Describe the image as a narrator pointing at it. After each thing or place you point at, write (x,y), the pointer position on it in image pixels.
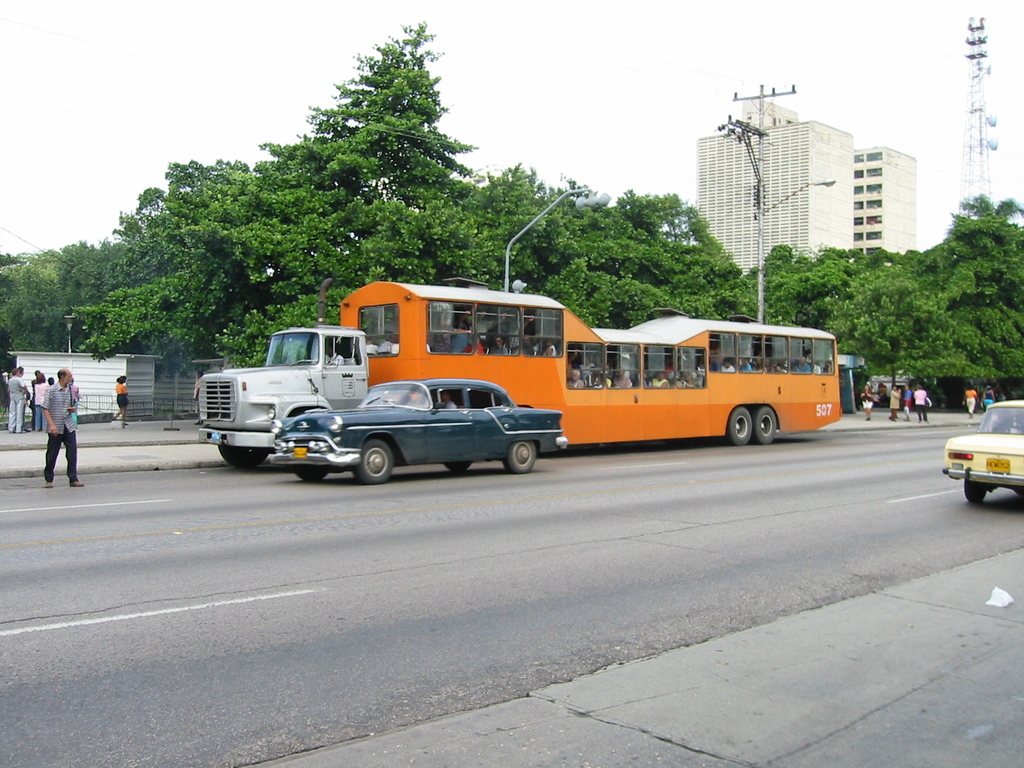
This picture is clicked in the city. Here, we see vehicles (796,389) moving on the road (541,468). Beside that, we see people (908,390) walking on the footpath (940,410). Beside them, there are trees (854,291) and street lights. There are buildings (764,241) and a tower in the background (778,156). On the left side (71,397), the man (57,389) in grey check shirt (57,411) is crossing the road (20,568).
